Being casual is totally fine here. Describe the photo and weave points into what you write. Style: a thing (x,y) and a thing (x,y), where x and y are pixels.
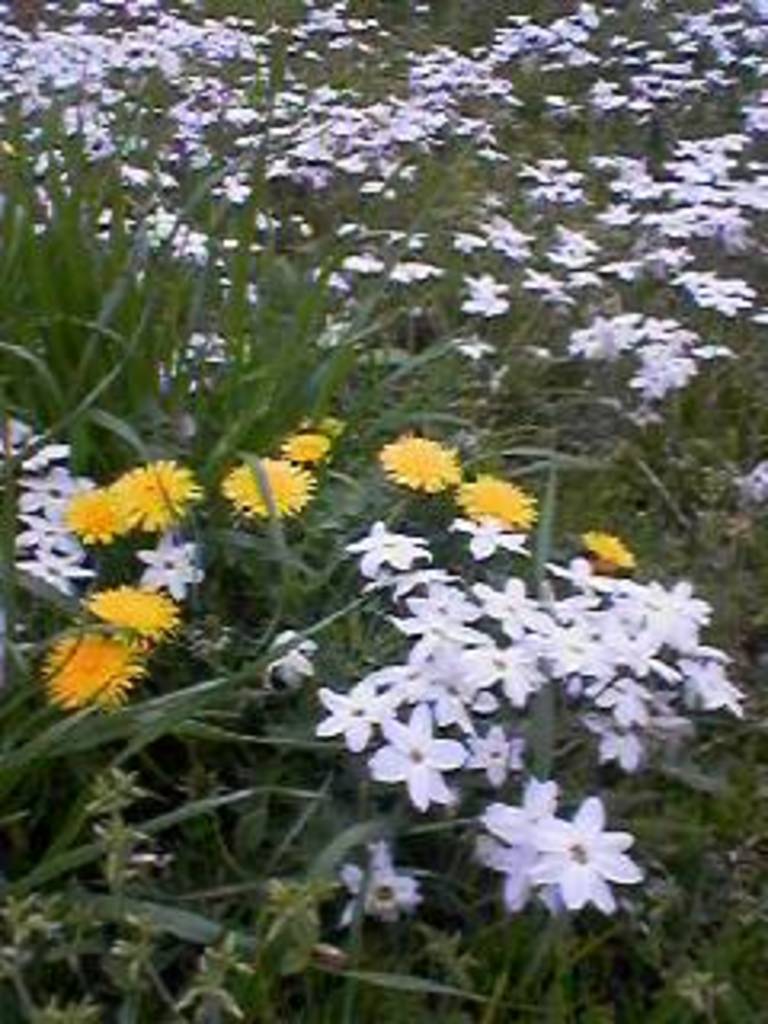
In this image I can see many flowers (140,596) in yellow and white color. I can also see plants (267,264) in green color.
